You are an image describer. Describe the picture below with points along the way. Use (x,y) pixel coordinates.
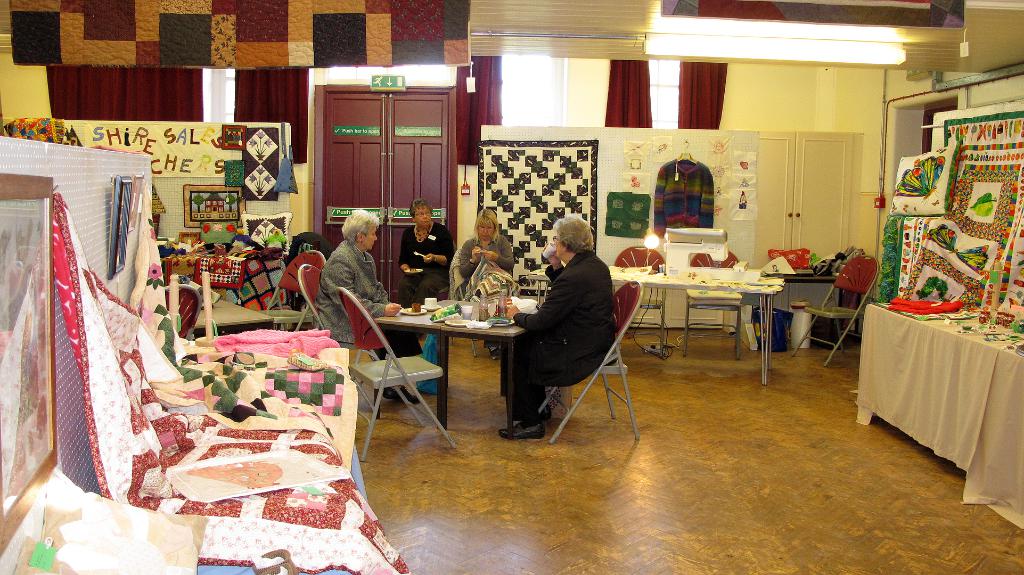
Here we can see four women (351,274) sitting on chairs (379,329) with food (434,317) present in front of their table (468,320) and at the right side (980,176) we can see pillows (942,197) and blankets (992,210) and same at the left side (274,401) also we can see the blankets (210,394) present on the table (321,401) and behind them there is a door (332,203) and the right top there is light (905,51) present.
